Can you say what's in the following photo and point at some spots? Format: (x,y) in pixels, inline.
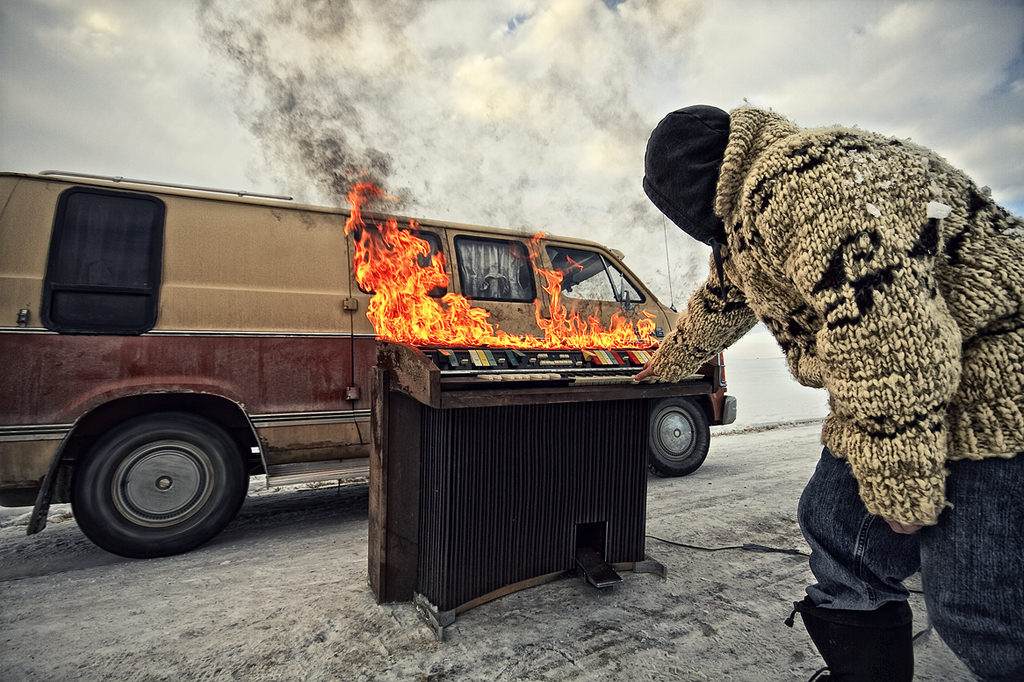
In this image, we can see a van (209,359), there is an object (537,409) burning, on the right side (710,315) there is a person (943,294) standing, at the top (560,34) we can see the sky (351,34).
